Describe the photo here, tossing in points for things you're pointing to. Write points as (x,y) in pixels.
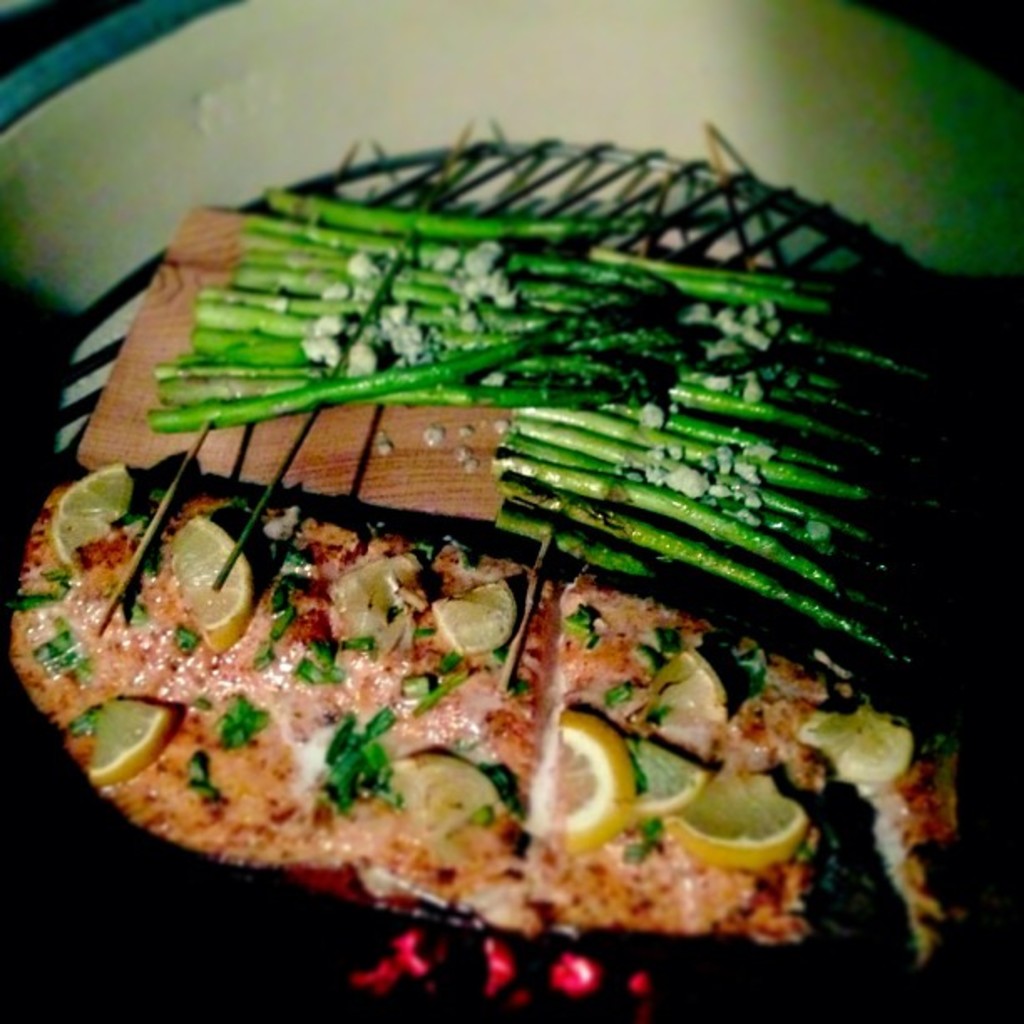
In this image I can see the board (369,482) with food items (401,596) on it. The board (226,454) is on the grill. I can see the grill (566,207) is on the white color surface (377,144).
